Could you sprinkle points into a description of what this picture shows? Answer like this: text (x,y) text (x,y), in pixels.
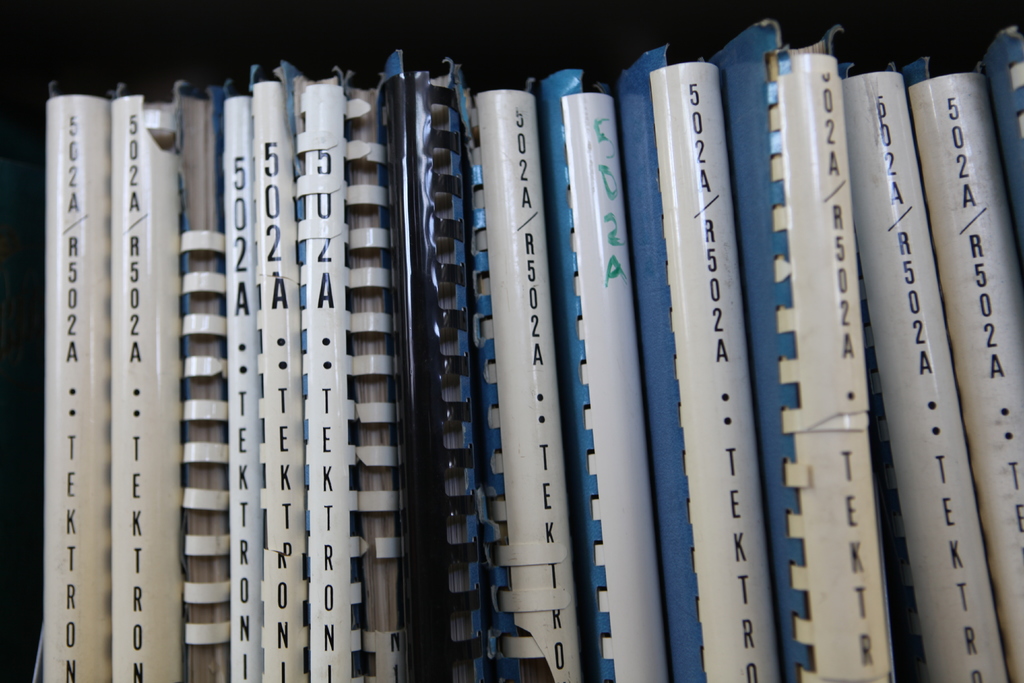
In this image I can see few objects (348,537) which are in black, white, blue and cream color. I can see there is a black background (306,22).
